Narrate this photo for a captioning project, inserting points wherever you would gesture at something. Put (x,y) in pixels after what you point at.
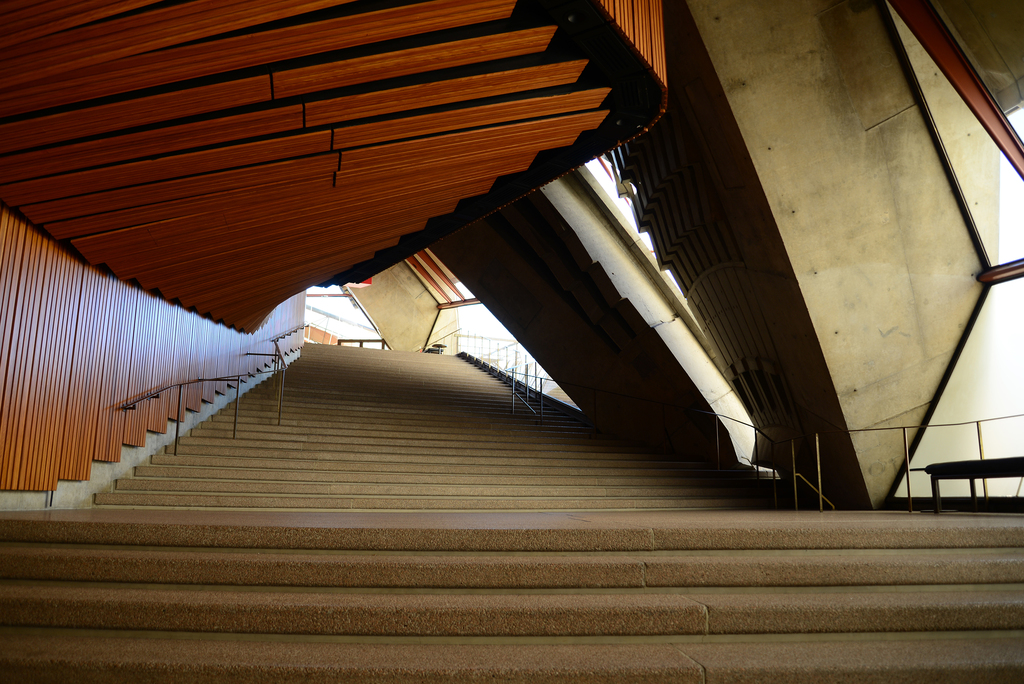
In the center of the image (547,455) we can see staircase (371,546) and there are railings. In the background (157,384) there are walls (394,278).
